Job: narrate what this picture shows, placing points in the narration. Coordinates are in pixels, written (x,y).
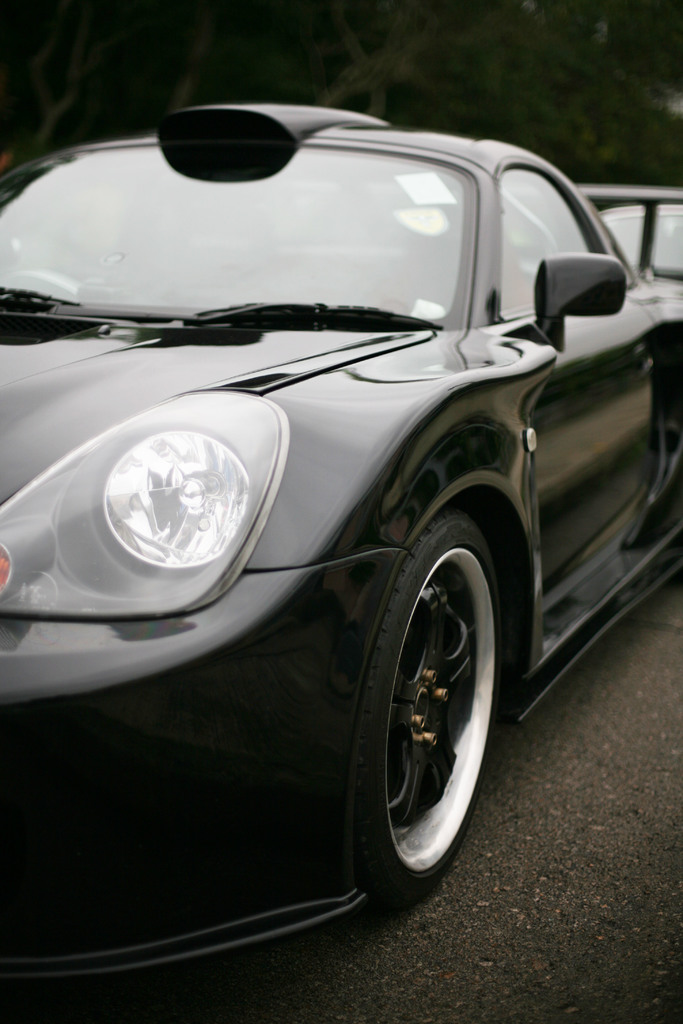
In this image there is a black colored car (375,464), there is road (593,923) towards the bottom of the image (468,956), the background of the image (383,87) is blurred.
